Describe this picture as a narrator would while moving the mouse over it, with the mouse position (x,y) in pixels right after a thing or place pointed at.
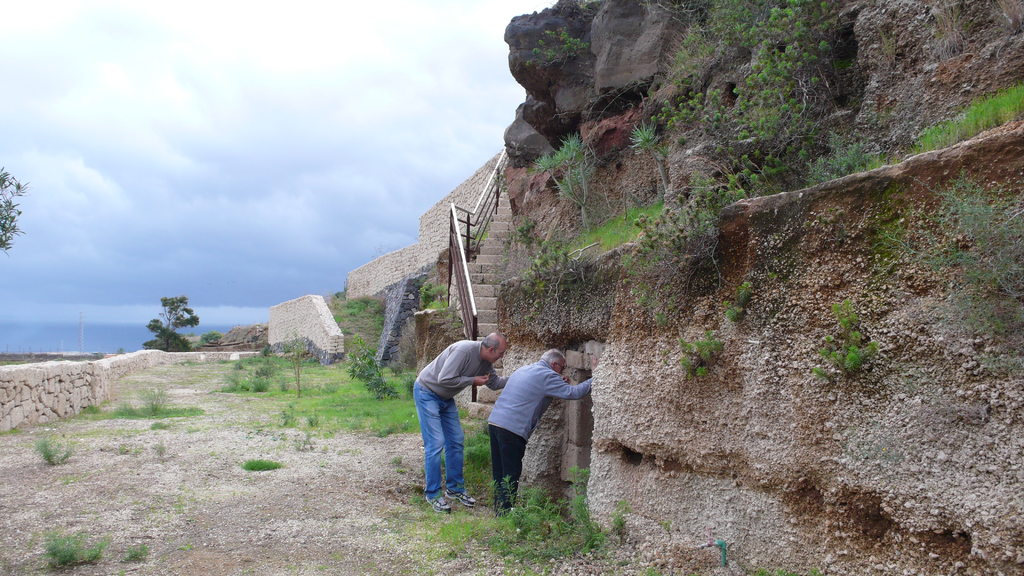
In this image I can see there are rocks (653,64) and stairs (489,249). And there is a wall (109,381) and a fence (469,253). There is a grass (410,397), plants (365,370) and trees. And at the top (307,132) there is a sky (409,135).
